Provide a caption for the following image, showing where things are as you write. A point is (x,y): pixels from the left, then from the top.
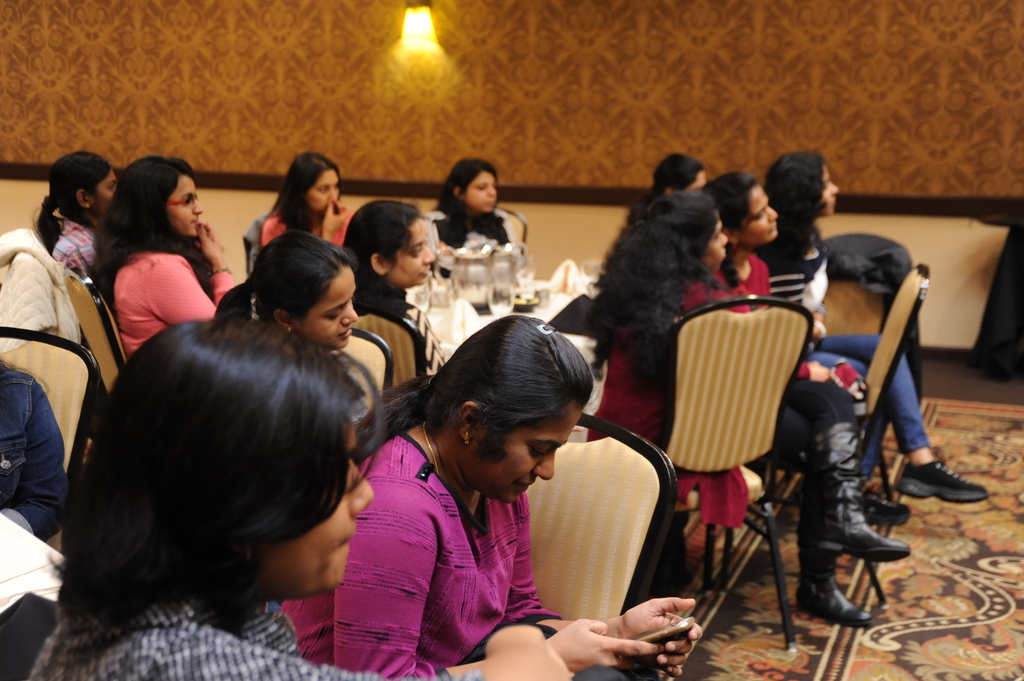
In this image there are a few people (662,385) sitting on their chairs (783,372), one of them is holding a mobile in her hand (636,632), in between them there is a table (472,330) with some stuff (507,286) on it. In the background (620,117) there is a wall (352,116) and a lamp (401,28).
